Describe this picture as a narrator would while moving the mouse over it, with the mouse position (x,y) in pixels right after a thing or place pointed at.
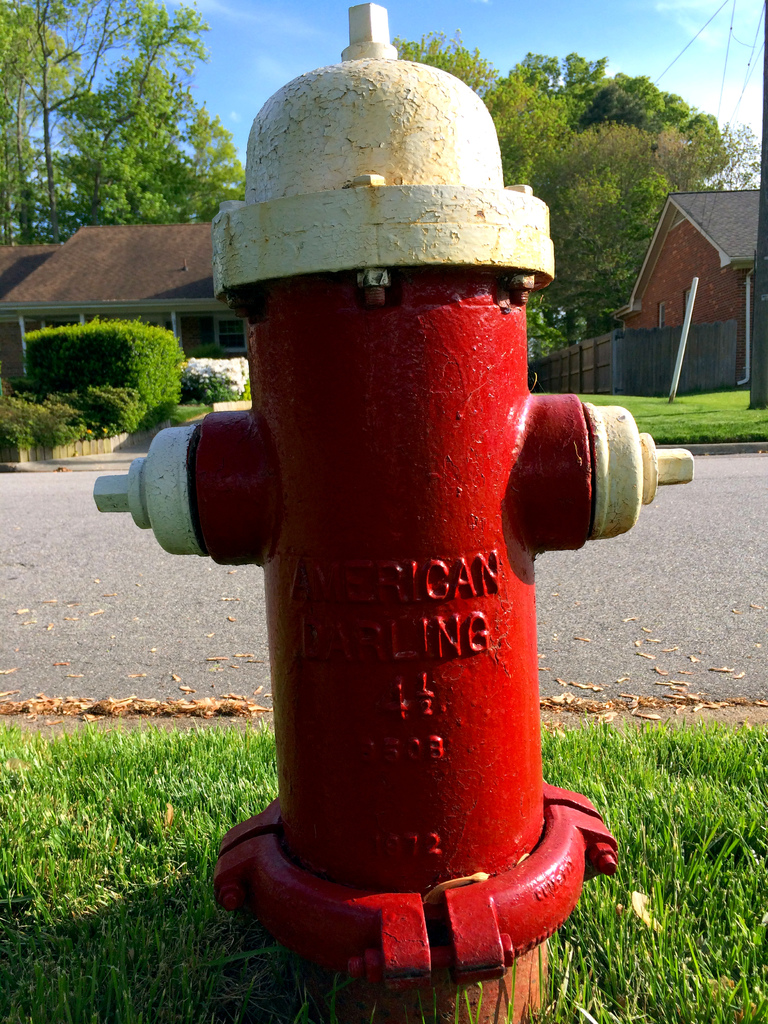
There is a red color stand pipe (430,618) with something written on that. On the ground (228,757) there is grass (156,820). In the back (637,622) there is a road (634,605), buildings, trees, bushes (120,339), fencing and sky (422,10).
